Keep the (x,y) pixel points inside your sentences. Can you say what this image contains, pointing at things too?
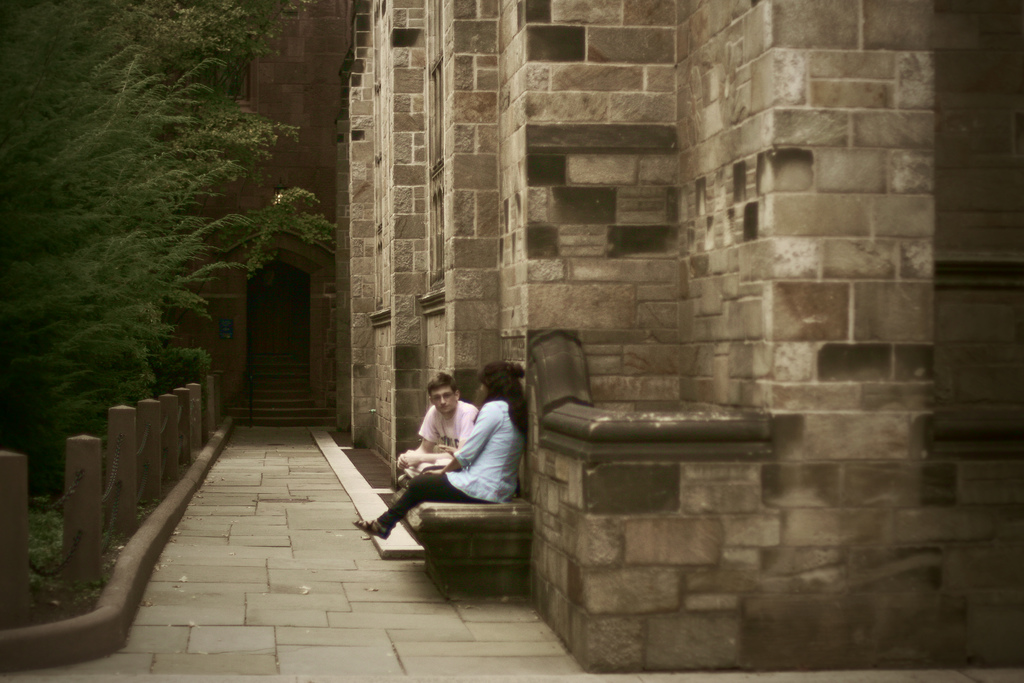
In the image there are two persons (424,488) sitting on the wall (441,551). Behind them there is a wall (837,266) with pillars (783,326). On the left side of the image (167,418) there are poles (90,486) with iron chains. Behind them there is a tree (132,175). In the background (219,284) there is a wall (313,98) with a door (281,307). In front of the door (303,321) there are steps (274,393).
